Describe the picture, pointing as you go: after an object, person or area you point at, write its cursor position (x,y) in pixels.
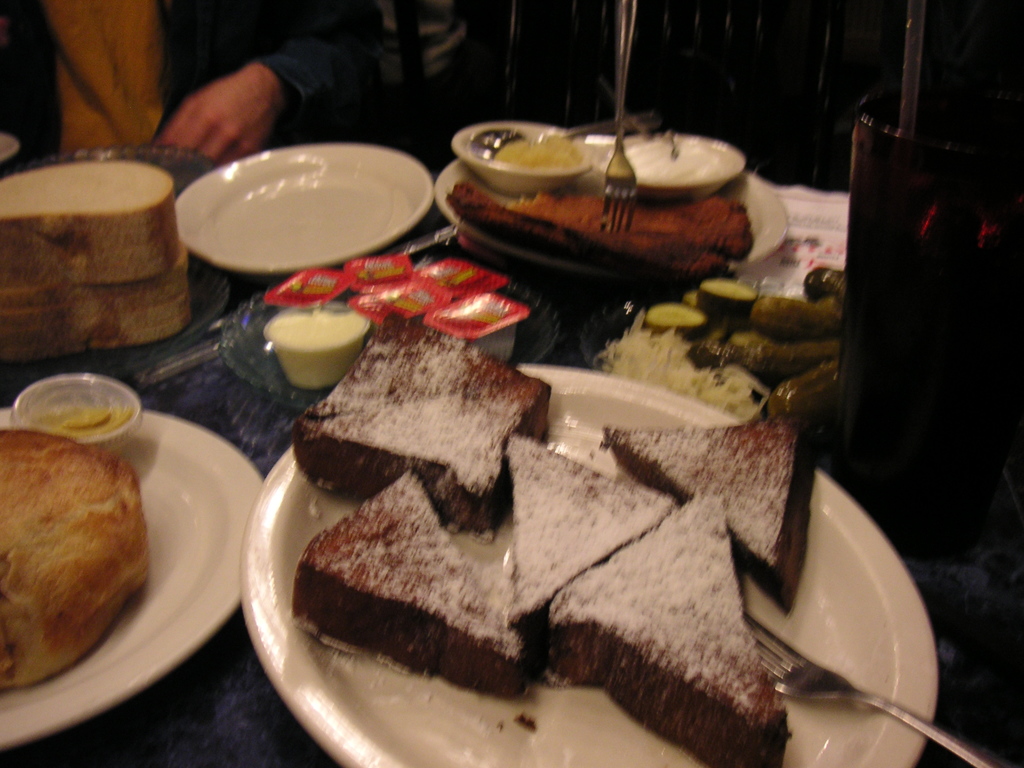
In the picture there are some food items (727,212) kept on a table (1009,621) like desserts (427,376), creams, cucumber (747,294), breads (23,255) and also some plates (420,185) and forks (828,688) and there is a person (198,68) sitting in front of the table (651,287).
